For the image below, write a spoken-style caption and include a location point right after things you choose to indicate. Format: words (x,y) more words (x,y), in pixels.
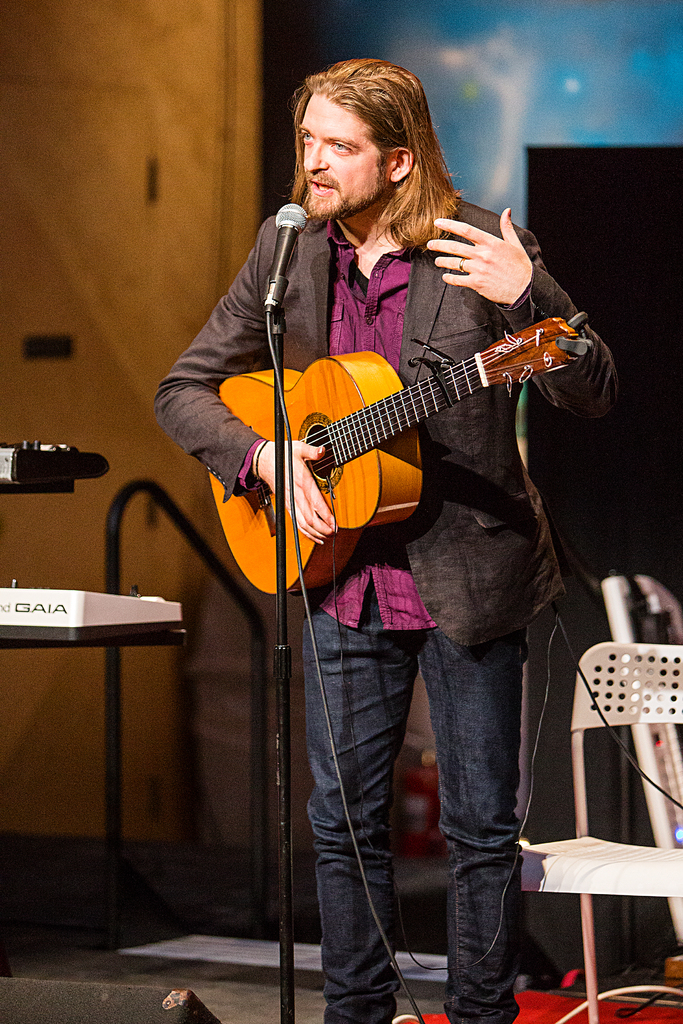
In this image i can see a person (468,497) wearing black color jacket (461,507), holding a guitar (367,424) and his mouth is open, he is stand in front of a mike (284,250), on the right side (638,877) i can see a chair (618,698) and on the left side (101,690) i can see a wall (24,347).
